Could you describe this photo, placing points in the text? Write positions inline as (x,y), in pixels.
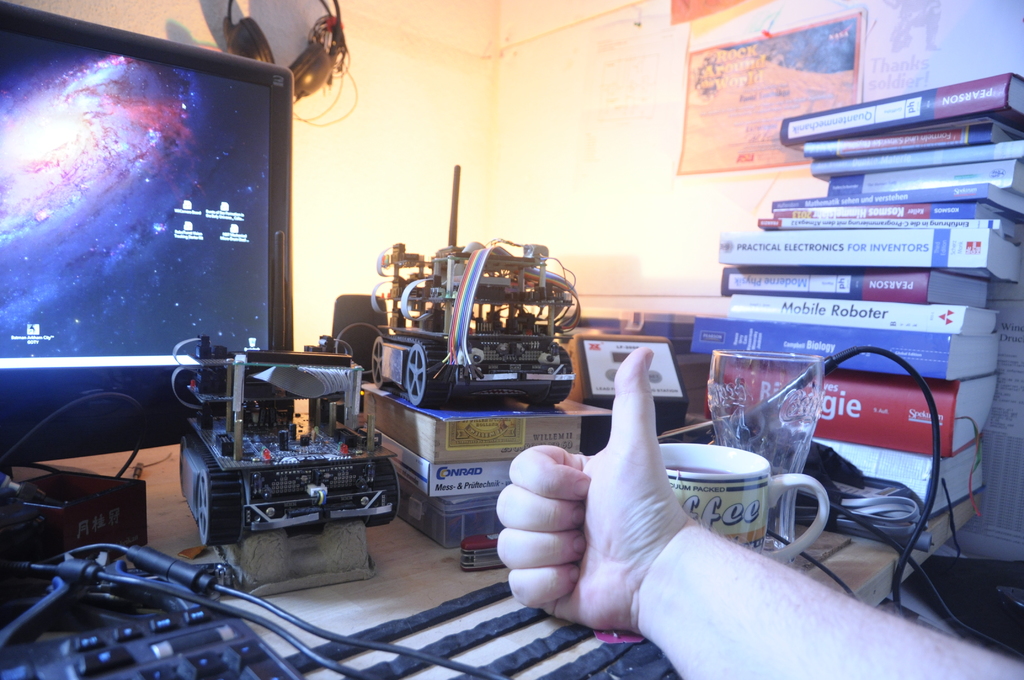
In the image there is a computer (243,88) on the left side (37,129) with many electric equipment (263,424) in front of it along with coffee mug (718,506), cup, books (1020,135), keyboard (186,626) and wire (448,666), There is a person (630,582) giving thumbs (596,467) up on the right side (705,636), in the back (737,102) there is a map (725,71) on the wall (587,135).
